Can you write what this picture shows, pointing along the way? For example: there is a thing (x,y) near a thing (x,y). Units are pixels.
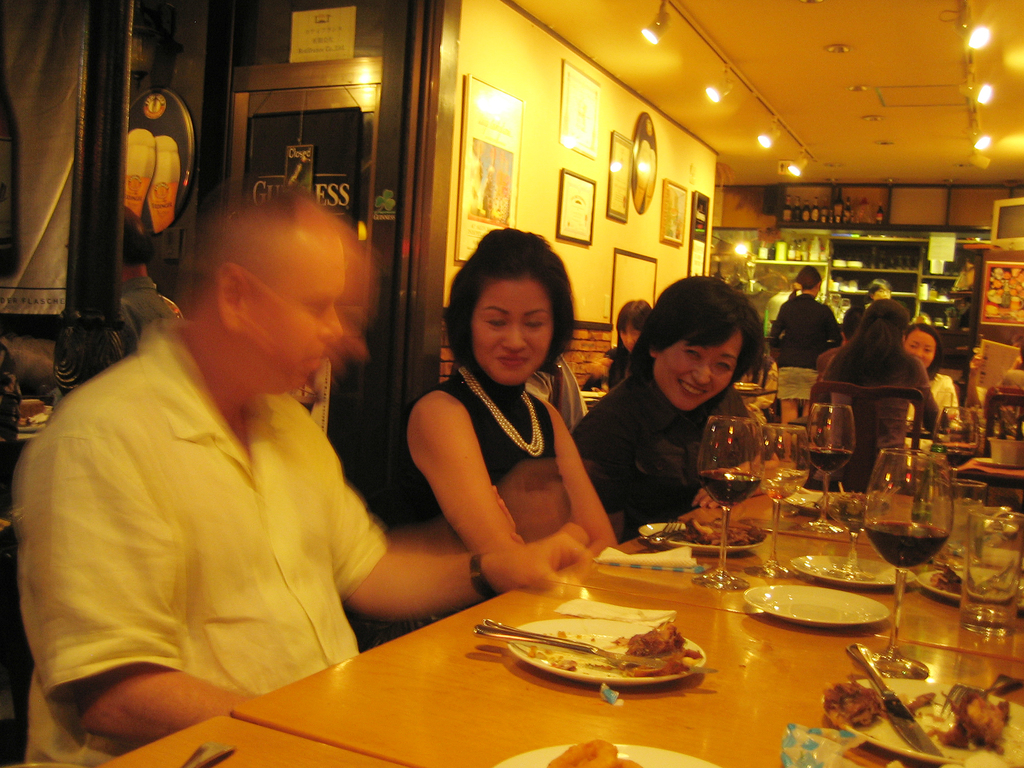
In this image, There is a table (711,725) which is in yellow color on that there are some glasses (906,517) and there are some plates (628,663) which are in white color, There are some people (271,625) sitting on the chairs (858,401) around the table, In the background (805,320) there are some people (783,320) standing and there is a white color wall (529,161) on that there are some pictures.
